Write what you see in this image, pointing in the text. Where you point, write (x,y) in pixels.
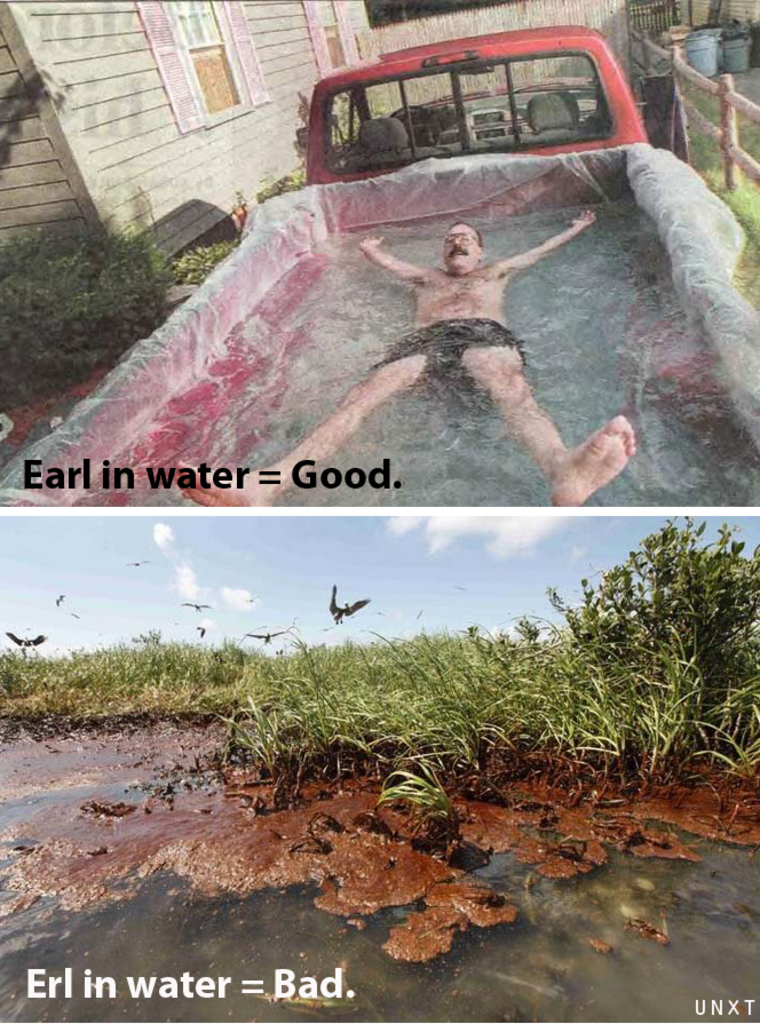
In the picture we can see a two pictures, in the first picture we can see a man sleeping in the water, the water (684,411) is in the trailer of the truck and in the second picture we can see a grass plant (628,713) in the water (700,950) and in the background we can see some birds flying in the air (258,547).
